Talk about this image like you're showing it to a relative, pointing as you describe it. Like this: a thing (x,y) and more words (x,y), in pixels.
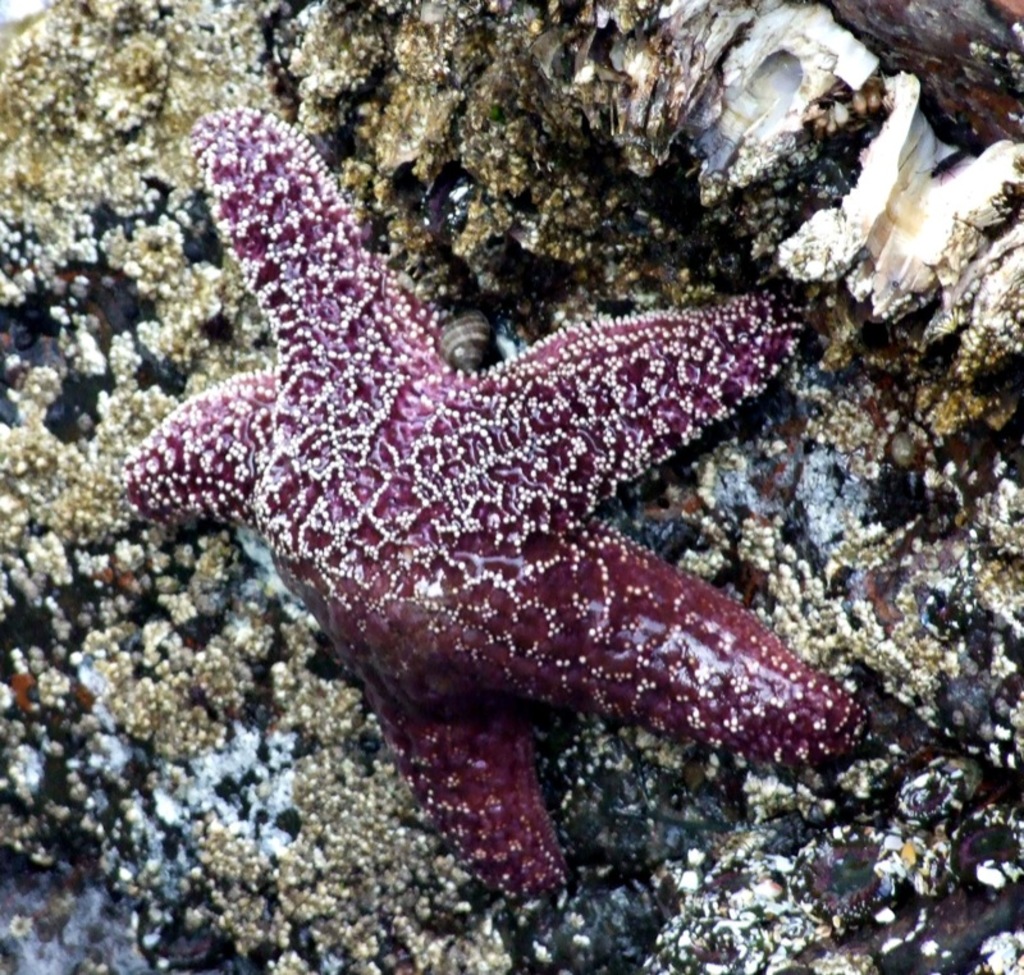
In the picture i can see a starfish (323,591).
